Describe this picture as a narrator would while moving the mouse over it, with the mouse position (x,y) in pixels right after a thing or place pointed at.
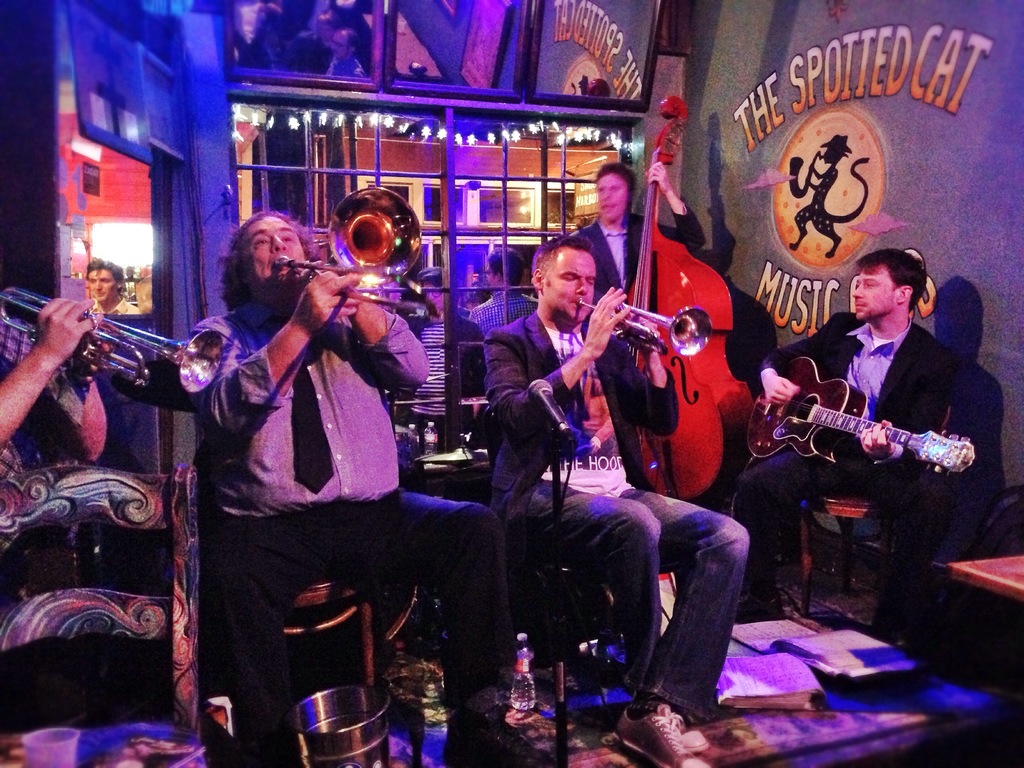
In this picture everyone are playing musical instruments (344,251) among them three people (291,349) are playing brass instruments (142,371) and two of them are playing string instruments (845,404). In the background (803,133) there is painting (821,300) named the spotted cat music.
